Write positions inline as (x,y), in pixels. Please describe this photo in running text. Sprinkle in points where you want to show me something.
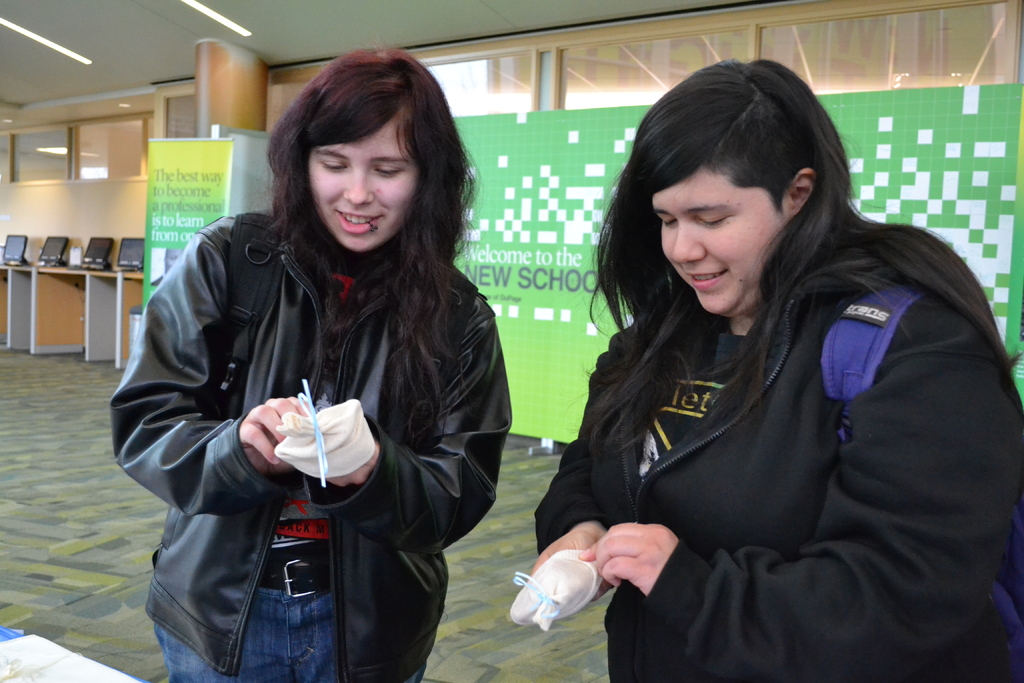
In this there are two girls (456,291) in the center of the image (513,232) and there is a poster (539,122) in the background area of the image (545,170), there are monitors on the left side of the image (90,255).
